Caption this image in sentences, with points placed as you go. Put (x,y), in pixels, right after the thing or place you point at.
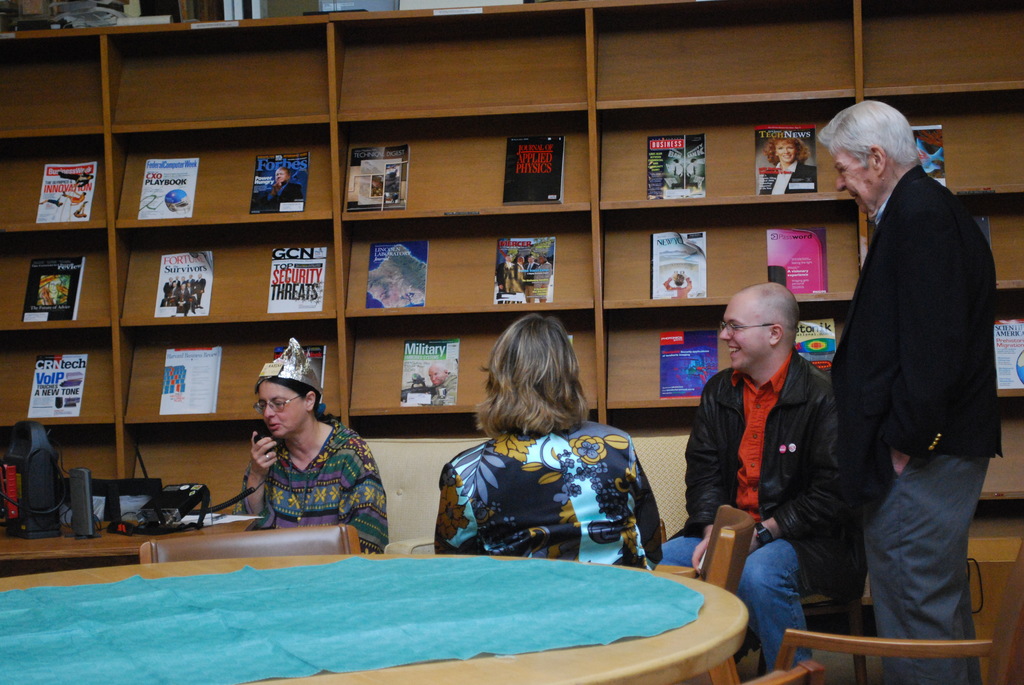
In this image I can see a person (932,415) wearing black blazer (937,337) and pant (914,506) is standing and few other persons (688,510) are sitting on chairs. I can see a table (494,669) and a blue colored sheet (347,610) on it. I can see another table (102,538) with few objects (54,492) on it. I can see a woman (294,471) is sitting and holding a black colored objects (272,434) in her hand (256,445). In the background (332,141) I can see a wooden rack (429,79) which is brown in color with few books (151,196) in it.
